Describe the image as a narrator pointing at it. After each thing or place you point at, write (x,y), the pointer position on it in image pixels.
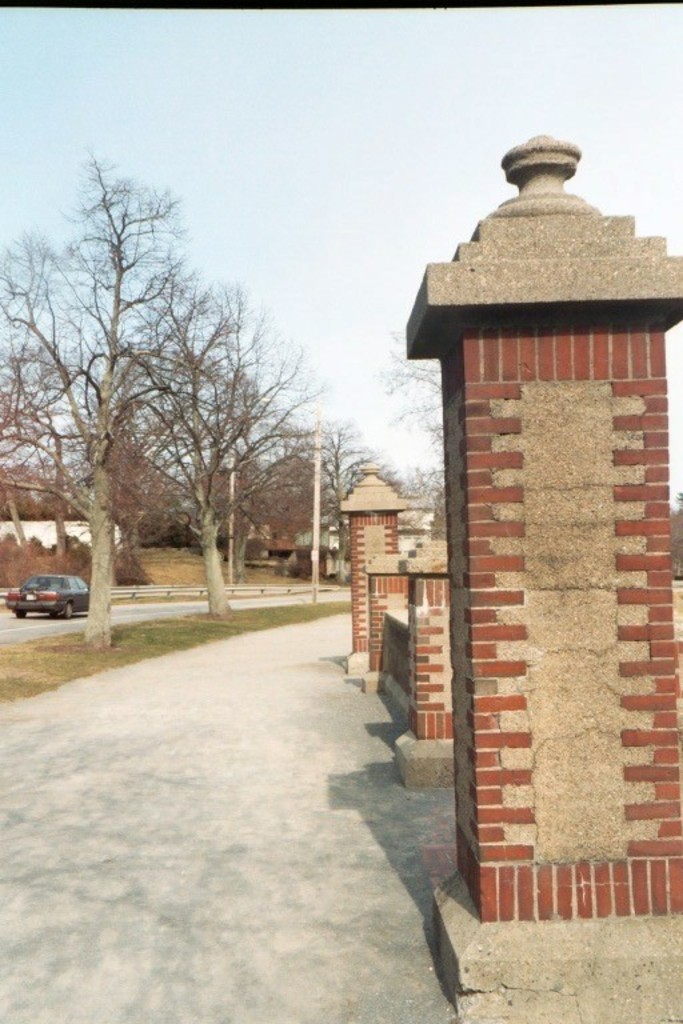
In this image, we can see trees (173,437), sheds (285,544), pillars (386,535), a pole (315,506) and there is a car (37,598) on the road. At the top (282,142), there is sky (215,103).
